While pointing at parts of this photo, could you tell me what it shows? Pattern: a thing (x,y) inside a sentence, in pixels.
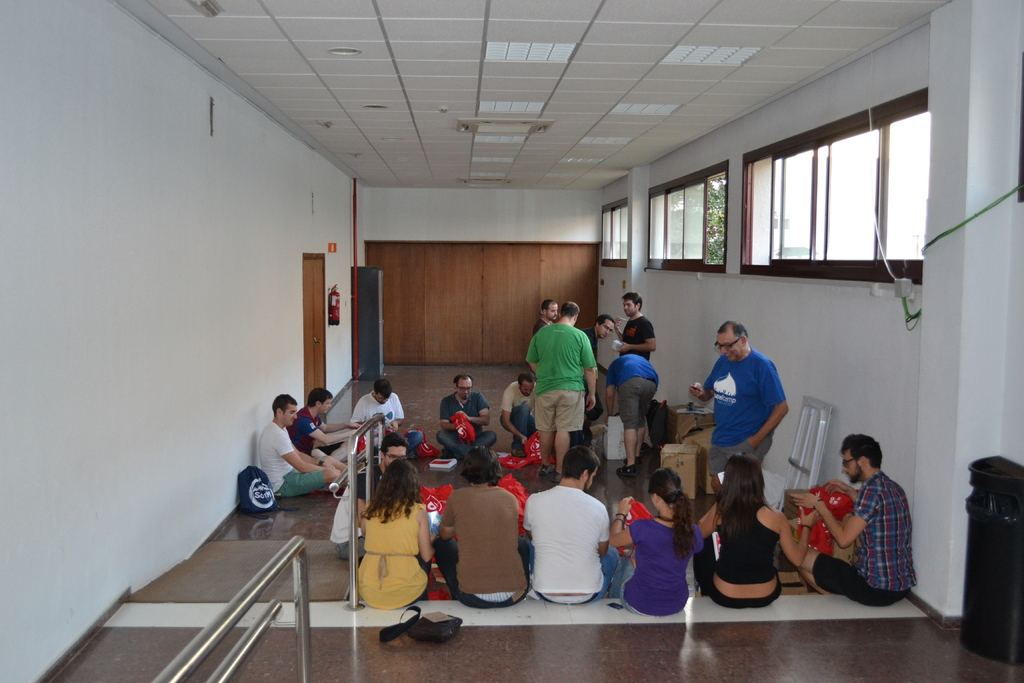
In the foreground of this image (549,526), there are people (586,555) sitting on the floor (488,620) and few are standing. We can also see a bag (243,472) and few cardboard boxes (676,449) on the floor (637,454). In the background (384,343), there is a door (320,337), wall (347,313), fire extinguisher (337,288), wooden wall (440,281), ceiling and few windows (697,232).
